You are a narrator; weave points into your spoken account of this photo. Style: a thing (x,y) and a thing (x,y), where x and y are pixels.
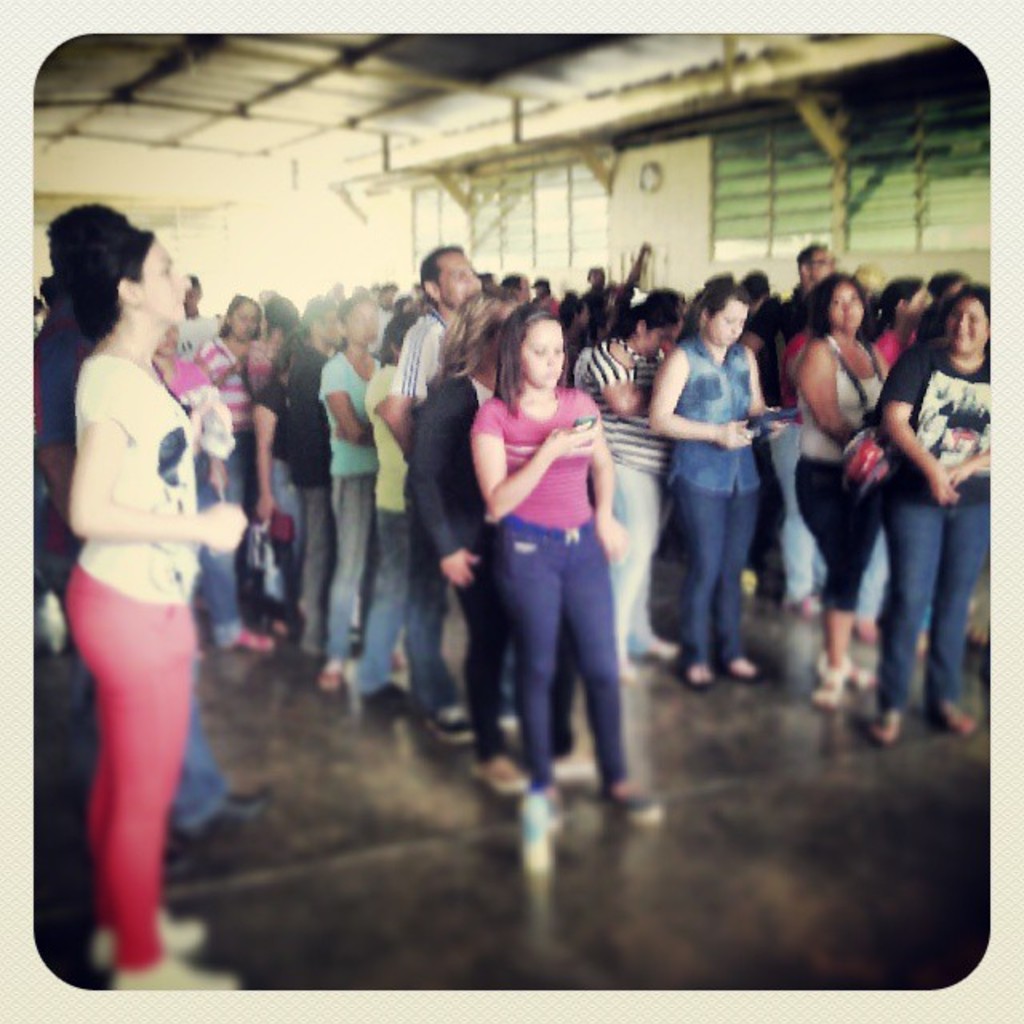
This picture describes about group of people (509,453), they are all standing, and they are in the shed (724,153), in the background (534,222) we can see few metal rods (471,131).
